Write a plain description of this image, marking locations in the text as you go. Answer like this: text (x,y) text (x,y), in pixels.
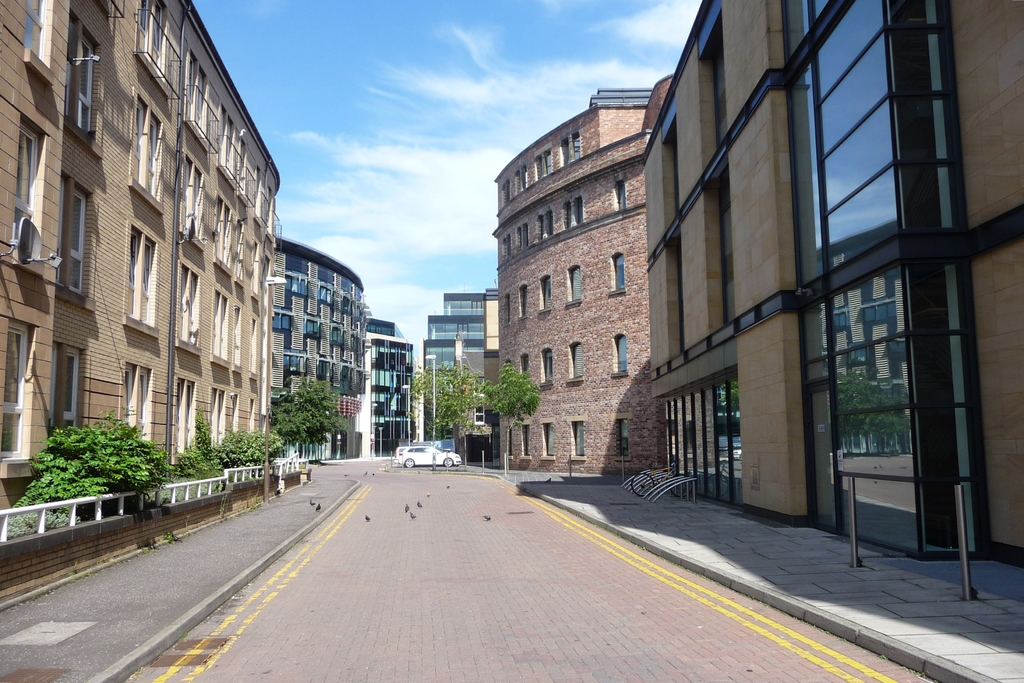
In the image we can see there are birds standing on the road (372,505). There are trees (317,399) and there are buildings (494,338). There are iron poles (433,433) kept on the footpath (454,470) and there is a car (412,465) parked on the road (428,493). There is a cloudy sky (473,196).
